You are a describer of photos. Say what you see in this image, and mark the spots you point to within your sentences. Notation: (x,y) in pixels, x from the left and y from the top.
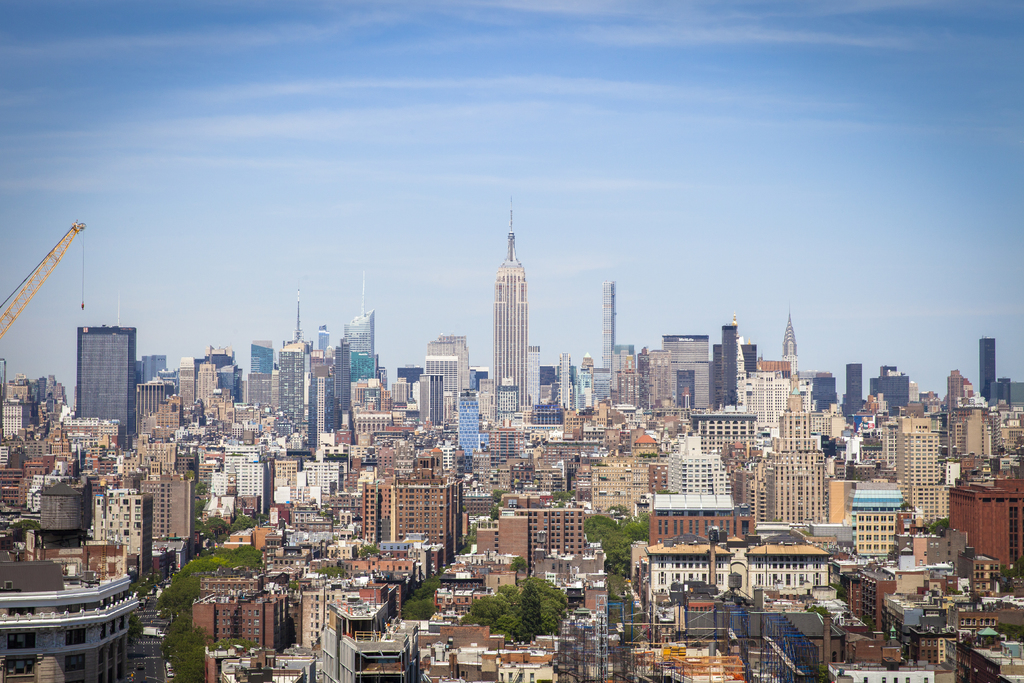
In this picture we can see buildings (125,361), trees (186,600) and crane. In the background of the image (668,199) we can see the sky (685,272).
